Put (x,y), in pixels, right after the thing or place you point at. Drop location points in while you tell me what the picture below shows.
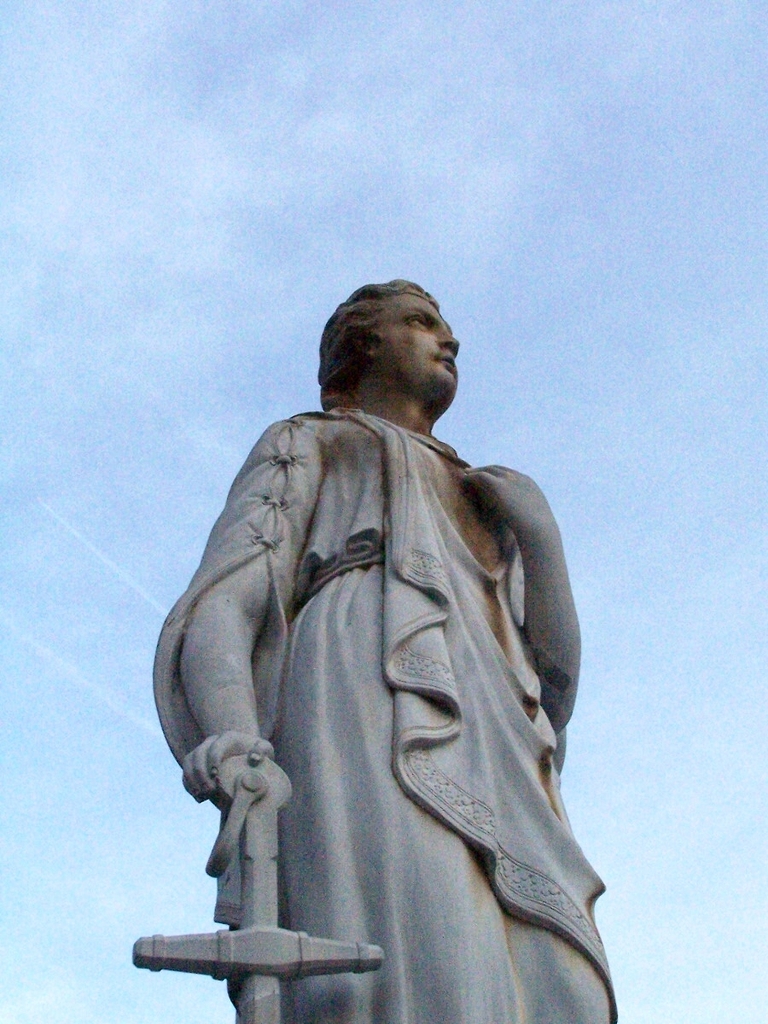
In this image, we can see a statue (389,797) and we can see the sky (359,97).
